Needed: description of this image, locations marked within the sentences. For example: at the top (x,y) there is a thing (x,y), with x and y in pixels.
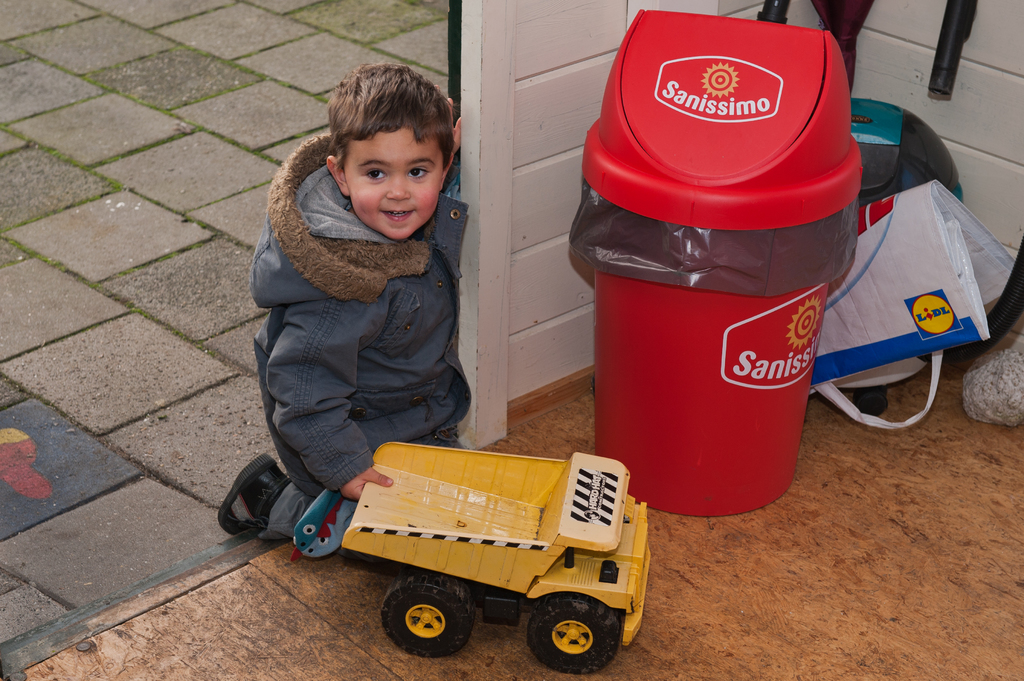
In this image we can see a child (355,483) sitting on his knees (339,502) holding a toy truck (473,572). We can also see some tiles (144,484) and the floor (335,575). On the right side (685,351) we can see a dustbin (712,433), cover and some pipes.
